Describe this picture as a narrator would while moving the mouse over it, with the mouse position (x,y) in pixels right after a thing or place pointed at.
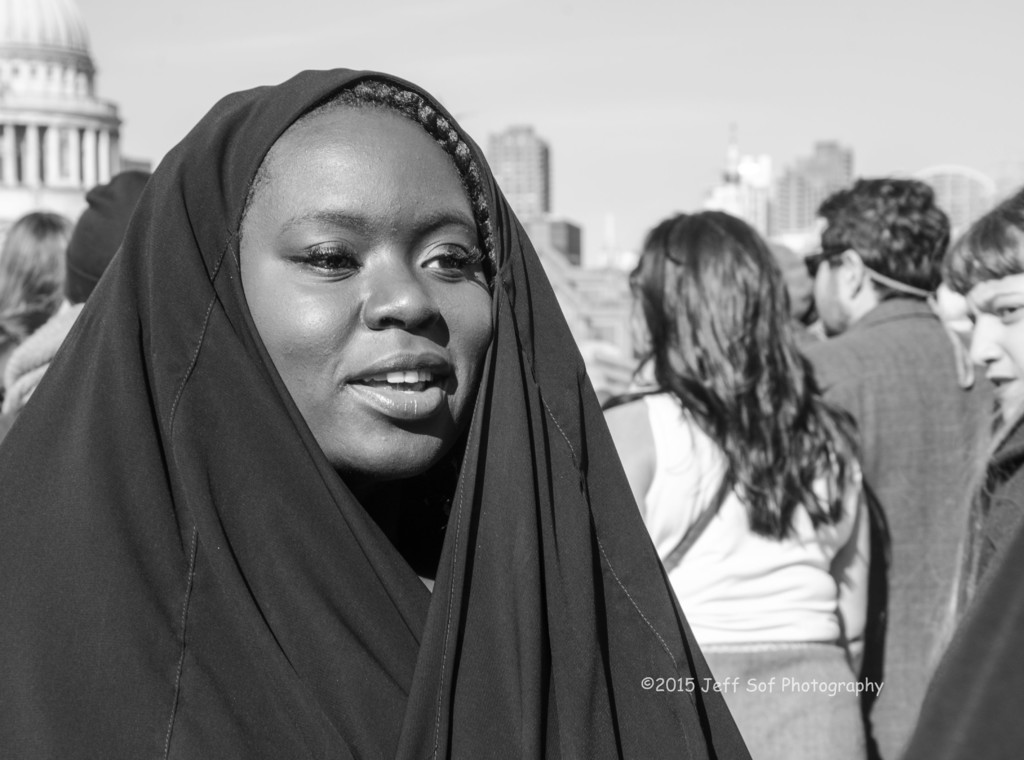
This is a black and white picture, there is a woman (373,328) with cloth (283,534) over her head (407,421) standing on the left side (339,673) and behind there are many people (769,371) walking, on the background (72,160) there are buildings (533,222) and above its sky (434,42).
